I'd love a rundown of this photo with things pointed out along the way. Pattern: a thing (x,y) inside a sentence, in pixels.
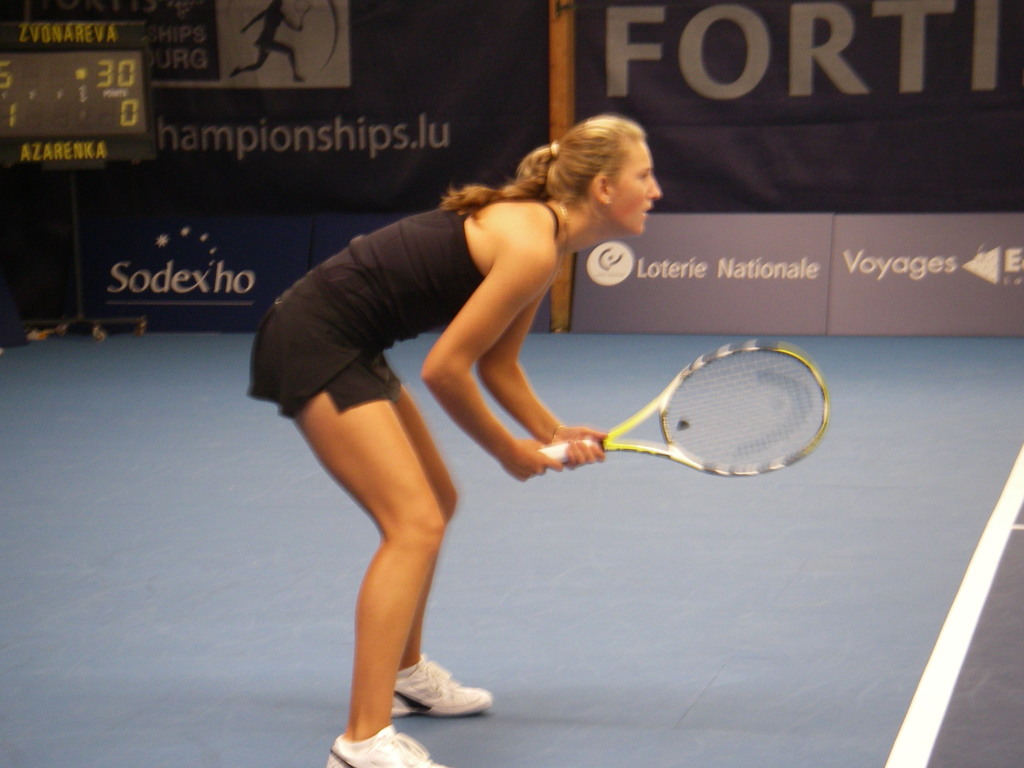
Woman (322,298) in black t-shirt (358,297) is holding a tennis racket (691,407) in her hand (506,466) and she is playing tennis. Behind her, we see a black board (657,93) with some text (211,136) written on it and beside that, we even see a digital board (147,102) with some digits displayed on it and this might be a tennis court (548,481).
